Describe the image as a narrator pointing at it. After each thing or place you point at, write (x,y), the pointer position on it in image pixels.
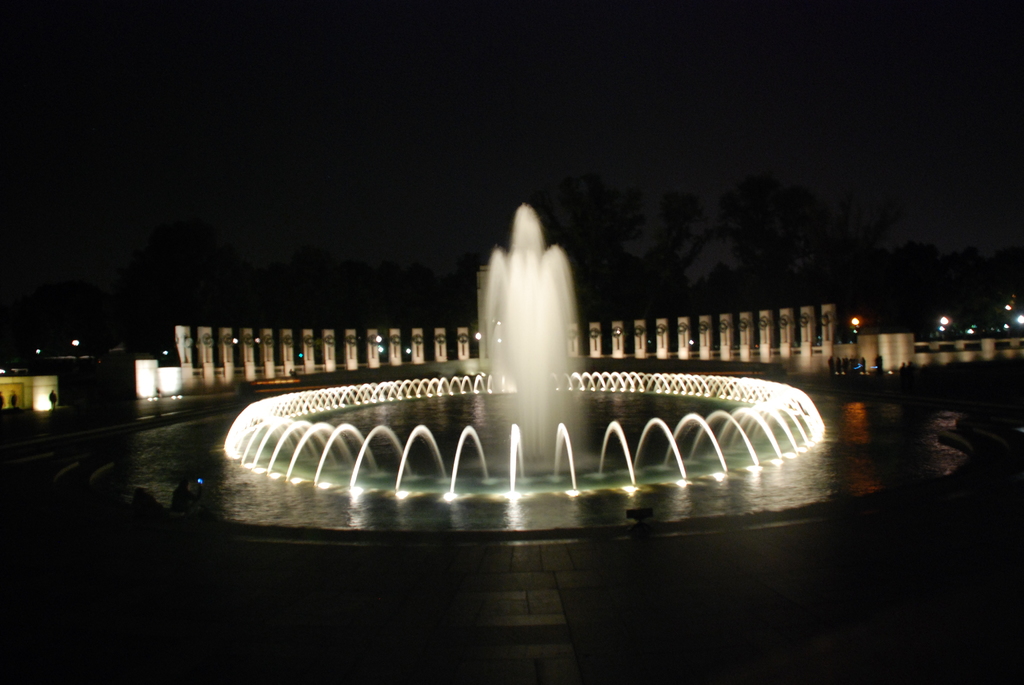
There are fountains (643,386) with pipe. In the back (396,347) there are pillars (668,353), trees (361,281) and sky (350,167). And it is dark in the background (713,178).
